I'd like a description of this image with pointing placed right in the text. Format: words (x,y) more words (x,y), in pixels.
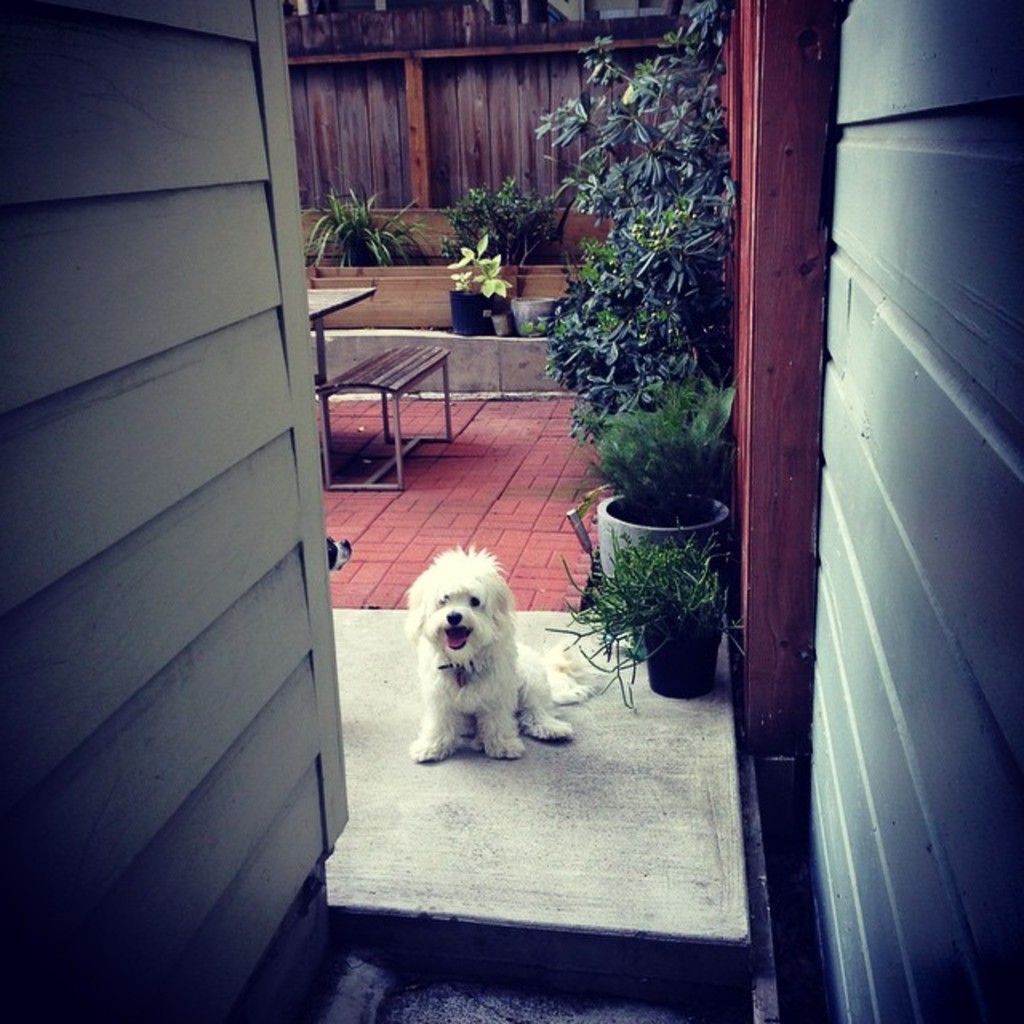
In this image we can see a dog (432,629) on the floor (388,736). In the background (716,483) we can see flower pots (612,636) and table (317,369) and fence (484,185).
